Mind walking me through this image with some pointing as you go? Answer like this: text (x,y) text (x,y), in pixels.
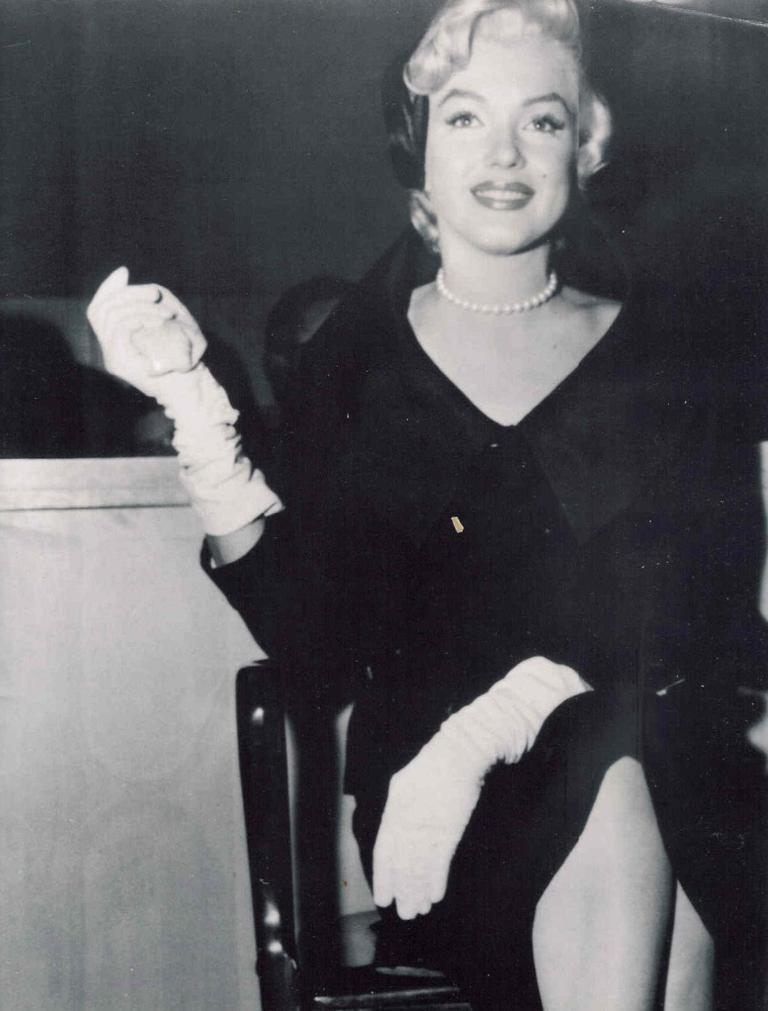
In the picture we can see a black and white photo of a woman (167,394) sitting on the chair (363,968) and she is with black dress (676,488) and short hair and she is smiling.
